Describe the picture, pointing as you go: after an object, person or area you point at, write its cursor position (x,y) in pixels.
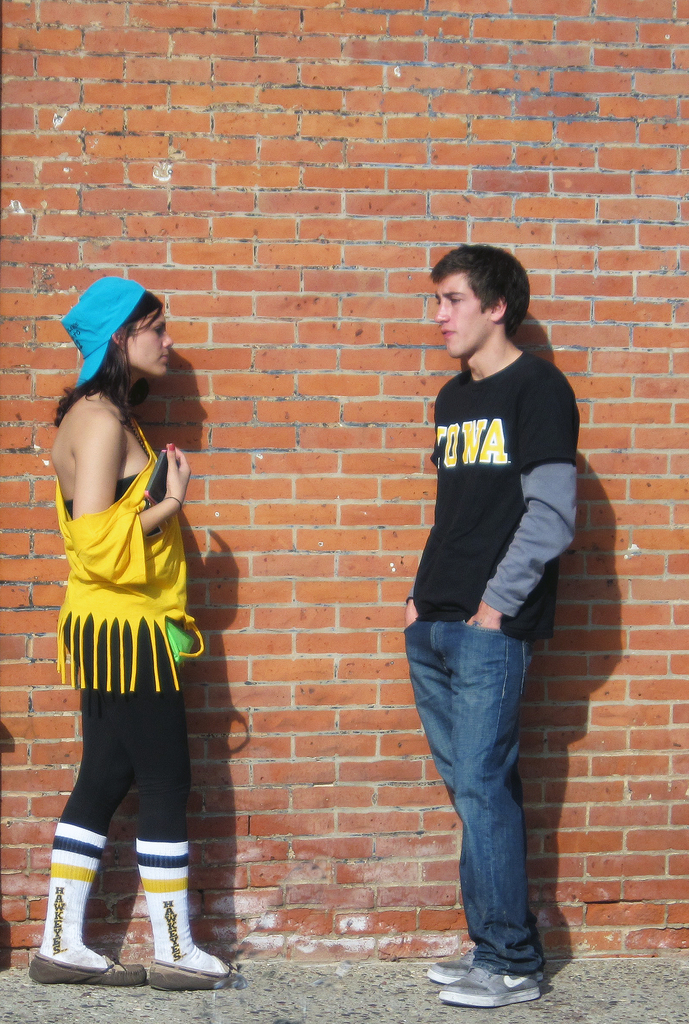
In the center of the image (428,617) we can see two persons (530,631) are standing. And the right side person (532,553) is in black color t shirt (503,529) and the left side person (99,600) is wearing a cap (124,305). In the background (299,323) there is a brick wall (353,335).
